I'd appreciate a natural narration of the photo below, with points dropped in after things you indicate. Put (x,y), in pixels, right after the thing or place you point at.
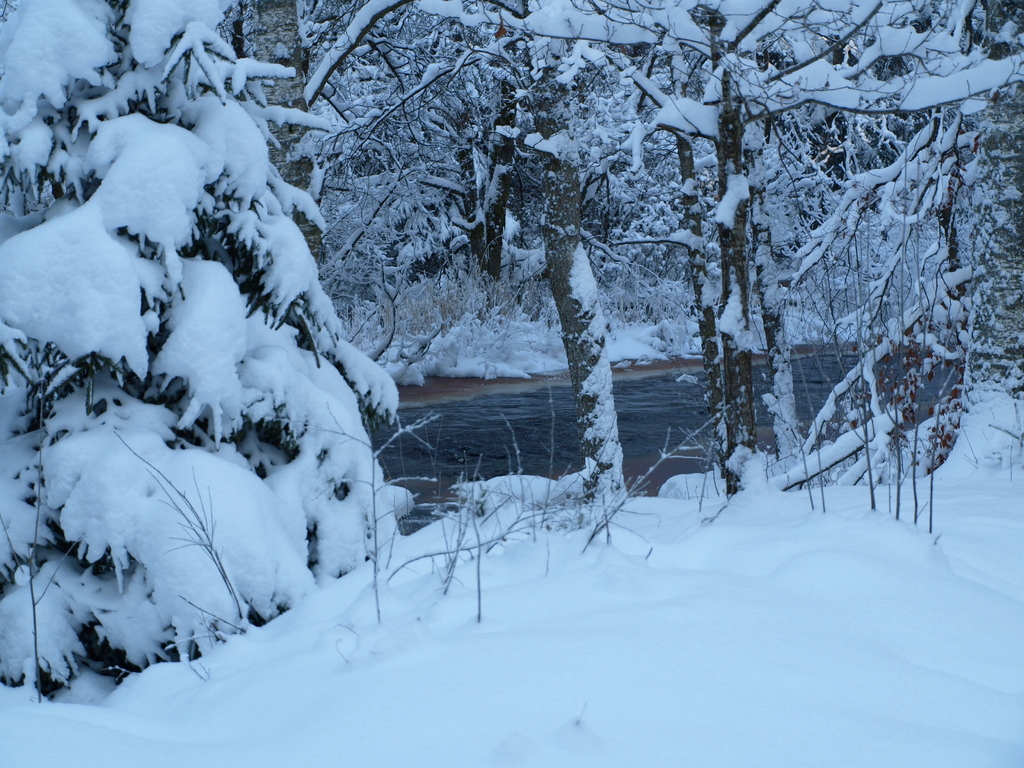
In this picture I can see snow (718,652) on the trees (157,343) and on the ground (714,677) and I can see water (491,416).
